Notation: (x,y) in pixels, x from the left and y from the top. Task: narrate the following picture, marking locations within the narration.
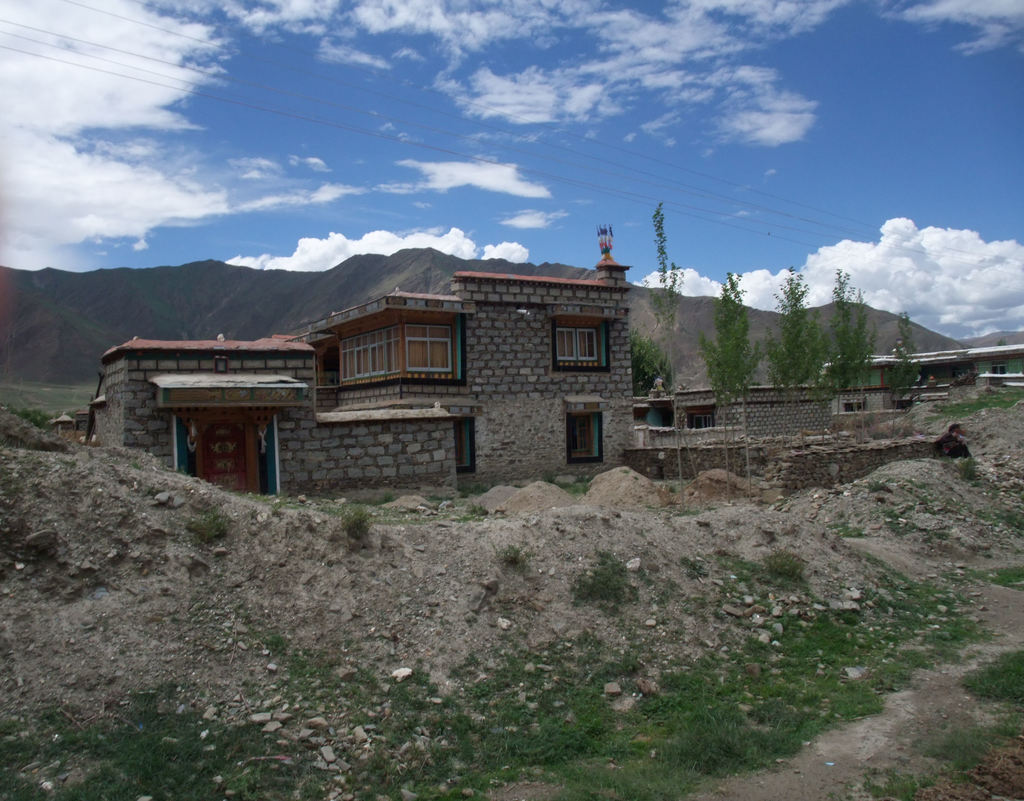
In this image in front (637,645) there is sand (508,638). In the center of the image (567,373) there are buildings (646,398), trees (727,389). In the background of the image (281,310) there are mountains (392,282) and sky (505,146).
